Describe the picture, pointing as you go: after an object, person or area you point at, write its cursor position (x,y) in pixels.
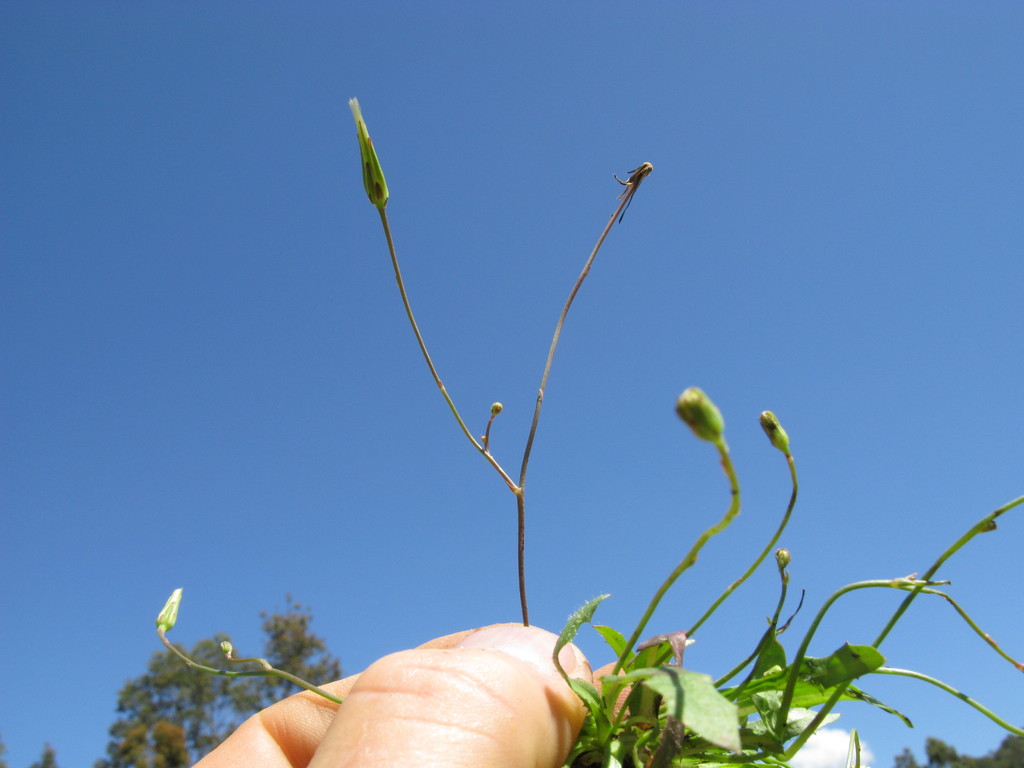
A person (463,673) is holding leaves (668,655). There are trees (1012,749) at the back (1021,740).
